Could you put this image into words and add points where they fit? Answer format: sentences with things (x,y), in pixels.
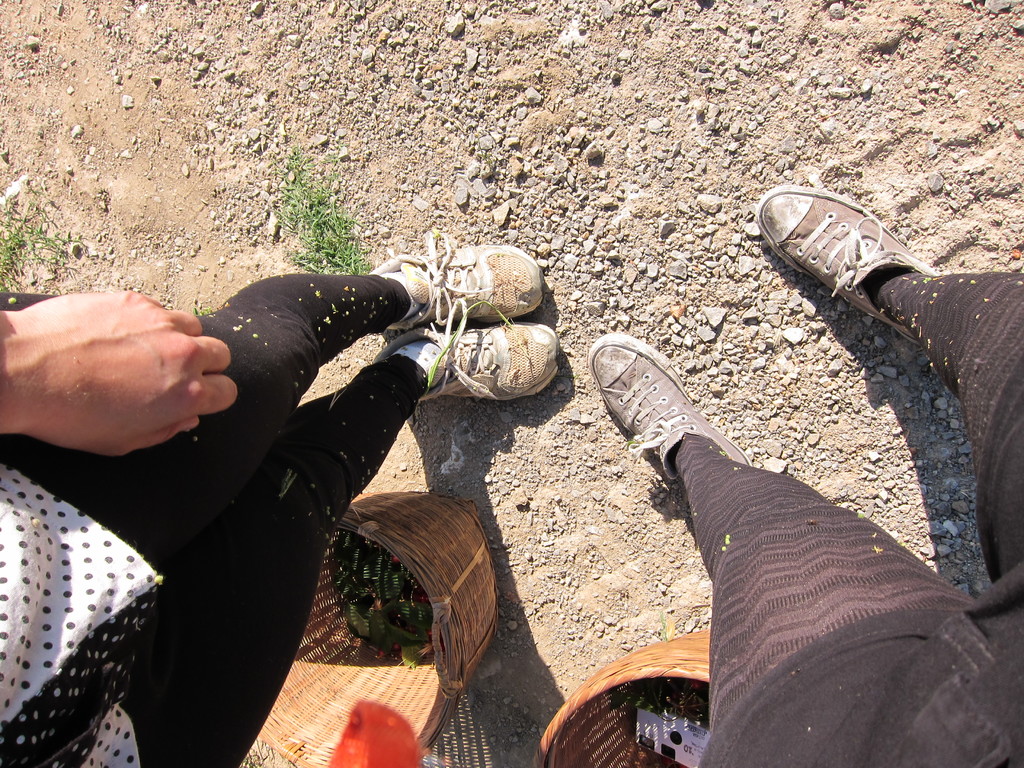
In this picture we can see legs (889,607) of two persons (426,388), at the bottom (555,745) there are two baskets (624,727), we can see some stones (540,88) and grass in the middle of the picture (492,504).
